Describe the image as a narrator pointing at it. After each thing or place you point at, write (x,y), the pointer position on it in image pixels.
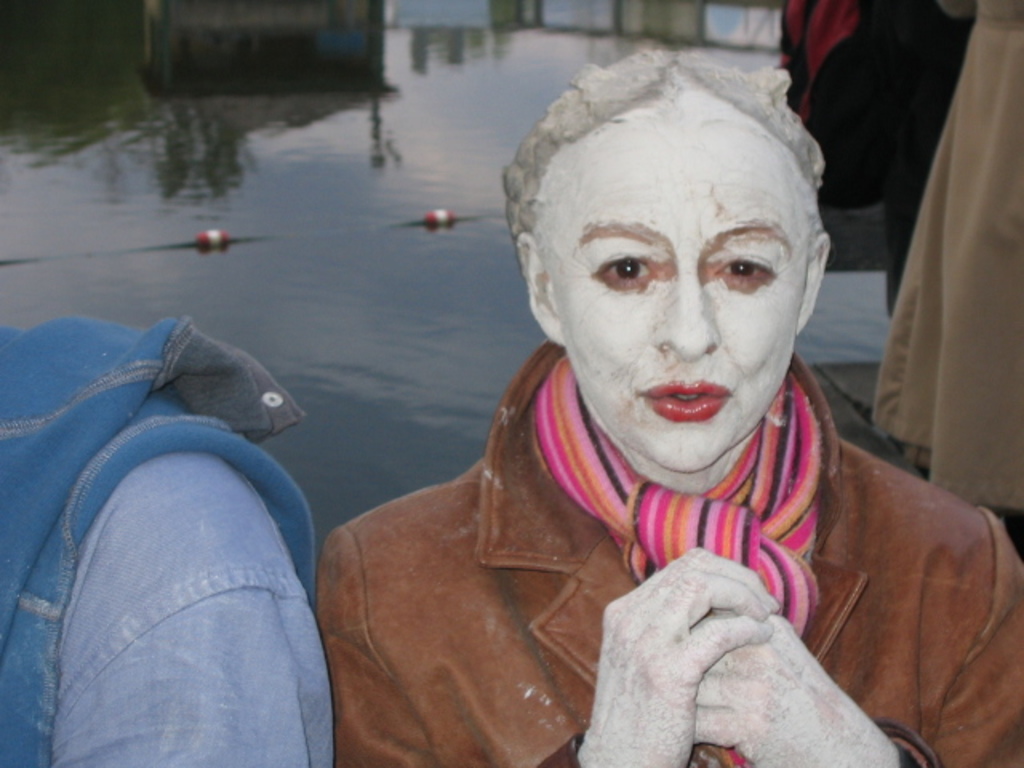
In this image, we can see people (746,312) clothes (755,444). There is a person (771,474) at the bottom of the image (666,706). In the background (299,295), we can see a lake (461,194).
